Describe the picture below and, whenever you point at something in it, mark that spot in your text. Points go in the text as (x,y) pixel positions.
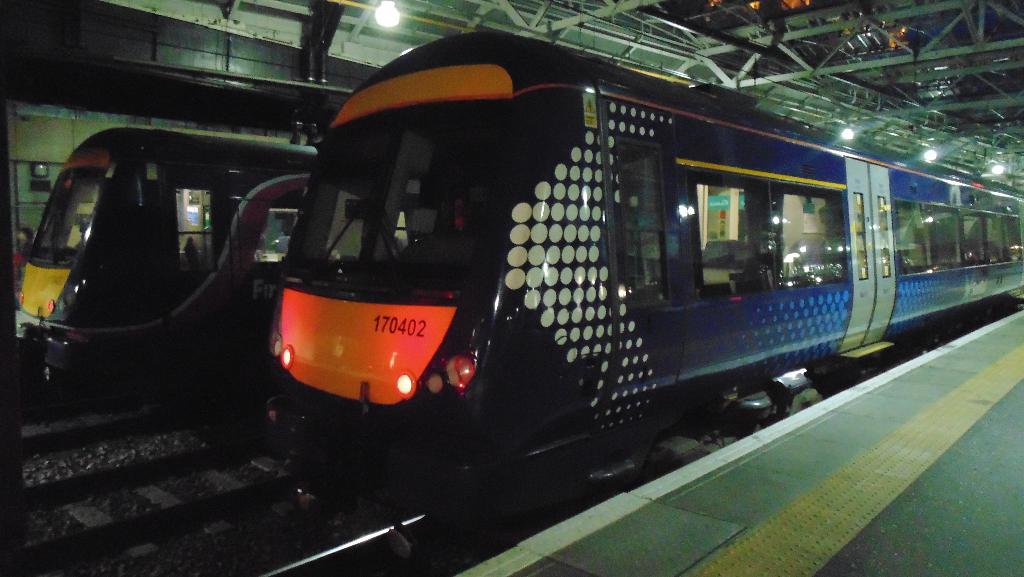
In this picture we can see trains (448,436) on railway tracks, beside these trains (580,428) we can see platforms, where we can see lights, rods (915,106), roof (915,92) and some objects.
